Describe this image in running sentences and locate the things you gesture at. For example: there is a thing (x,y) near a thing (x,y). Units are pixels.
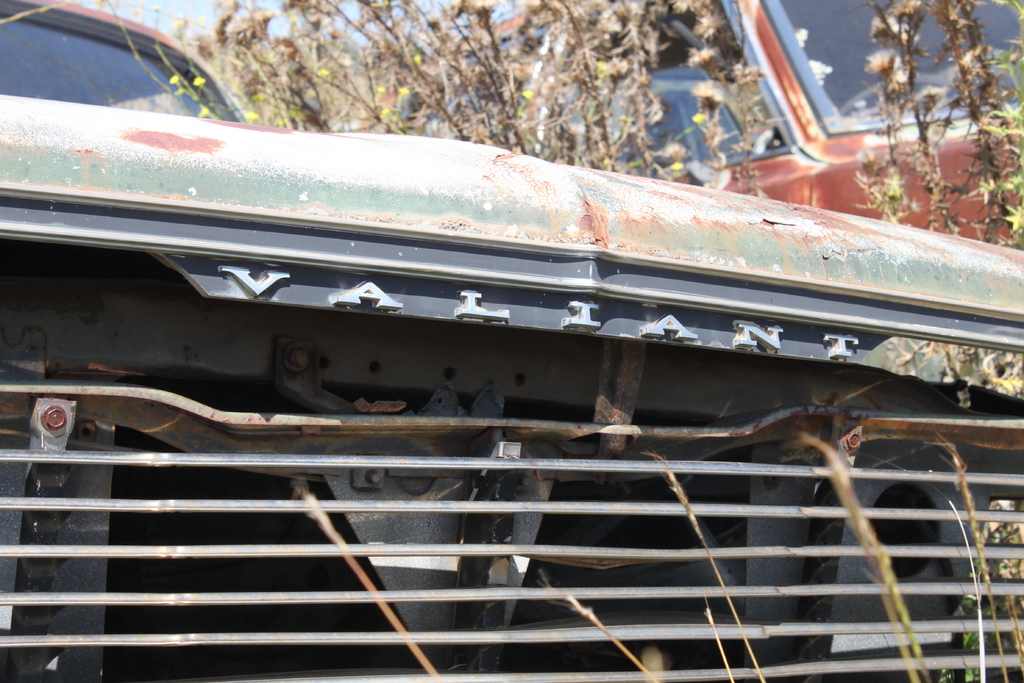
This is a zoomed in picture of a car (528,213). There are plants (513,139).
